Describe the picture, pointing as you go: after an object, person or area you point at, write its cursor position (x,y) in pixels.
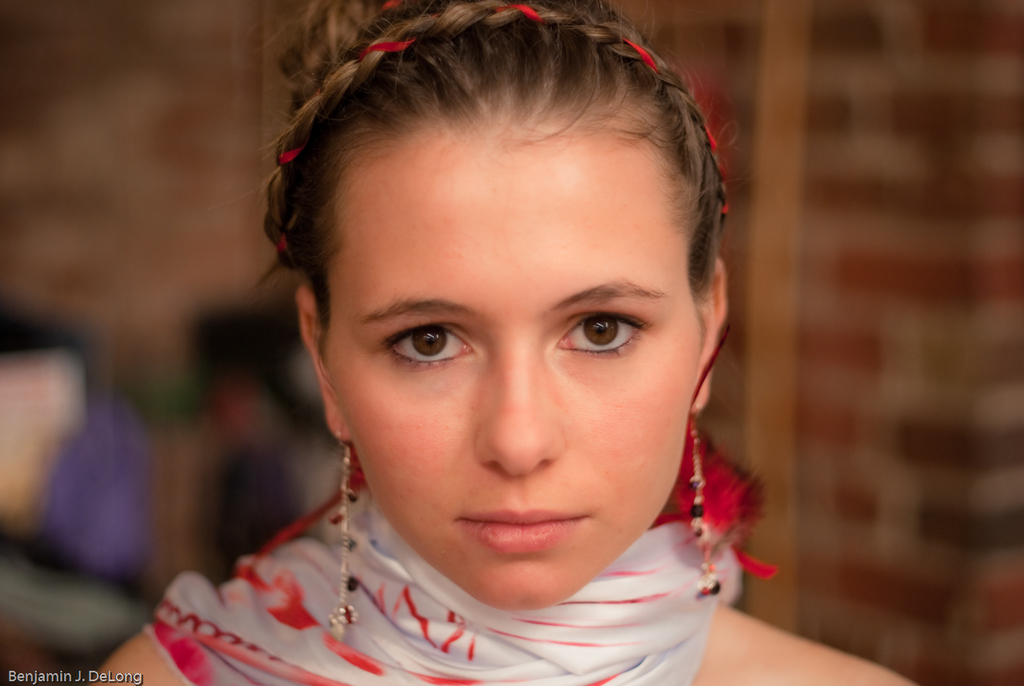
In this image, we can see a woman (492,397) is watching. Background (27,402) there is a blur view. Left side (38,678) bottom corner, we can see a watermark (88,676) in the image.
